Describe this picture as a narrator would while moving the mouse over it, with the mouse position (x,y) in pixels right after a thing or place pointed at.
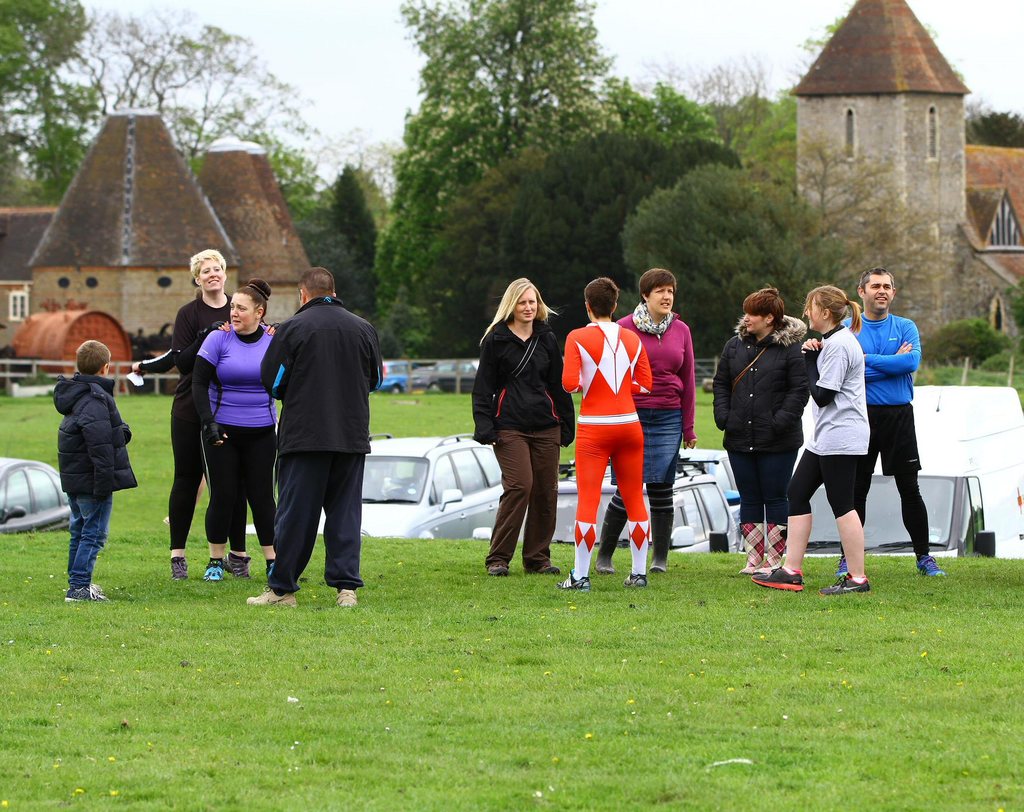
A group of people (288,356) are standing on the grass (609,664) and behind them some vehicles (983,500) are parked and in the background (893,111) there is a tall church tower (901,67) and there are a lot of trees (447,197) around that tower (889,98), in the background (729,26) there is a sky (385,50).
